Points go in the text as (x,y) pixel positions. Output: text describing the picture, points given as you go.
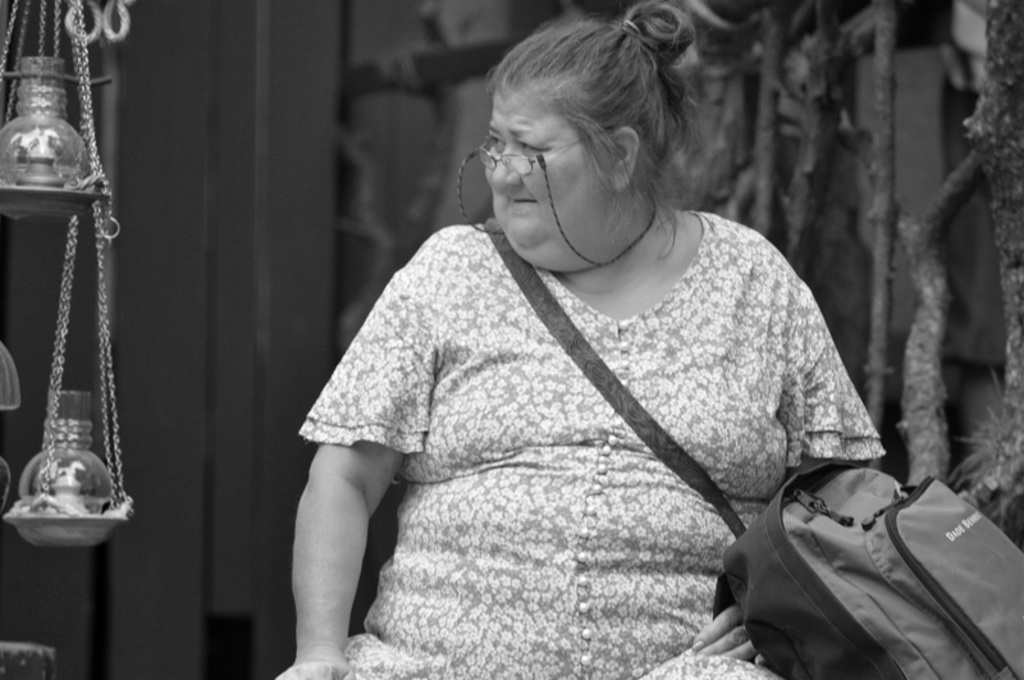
In this image I can see a woman (569,460) is sitting. The woman (575,407) is carrying a bag (887,575). Here I can see some objects (69,403). This picture is black and white in color.
